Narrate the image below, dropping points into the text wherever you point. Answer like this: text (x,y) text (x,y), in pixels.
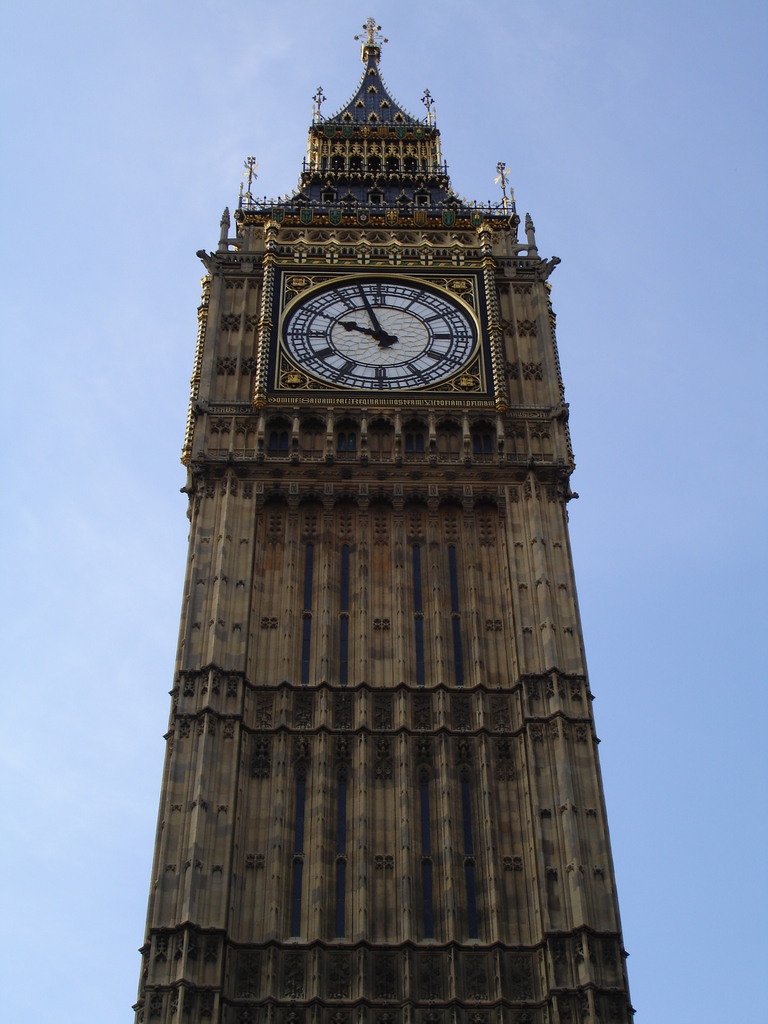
There is a large tower (424,526) with a clock (383,331) on it. It might be called as clock tower (363,360). In the background (171,392) we can observe a sky (576,215) here.
